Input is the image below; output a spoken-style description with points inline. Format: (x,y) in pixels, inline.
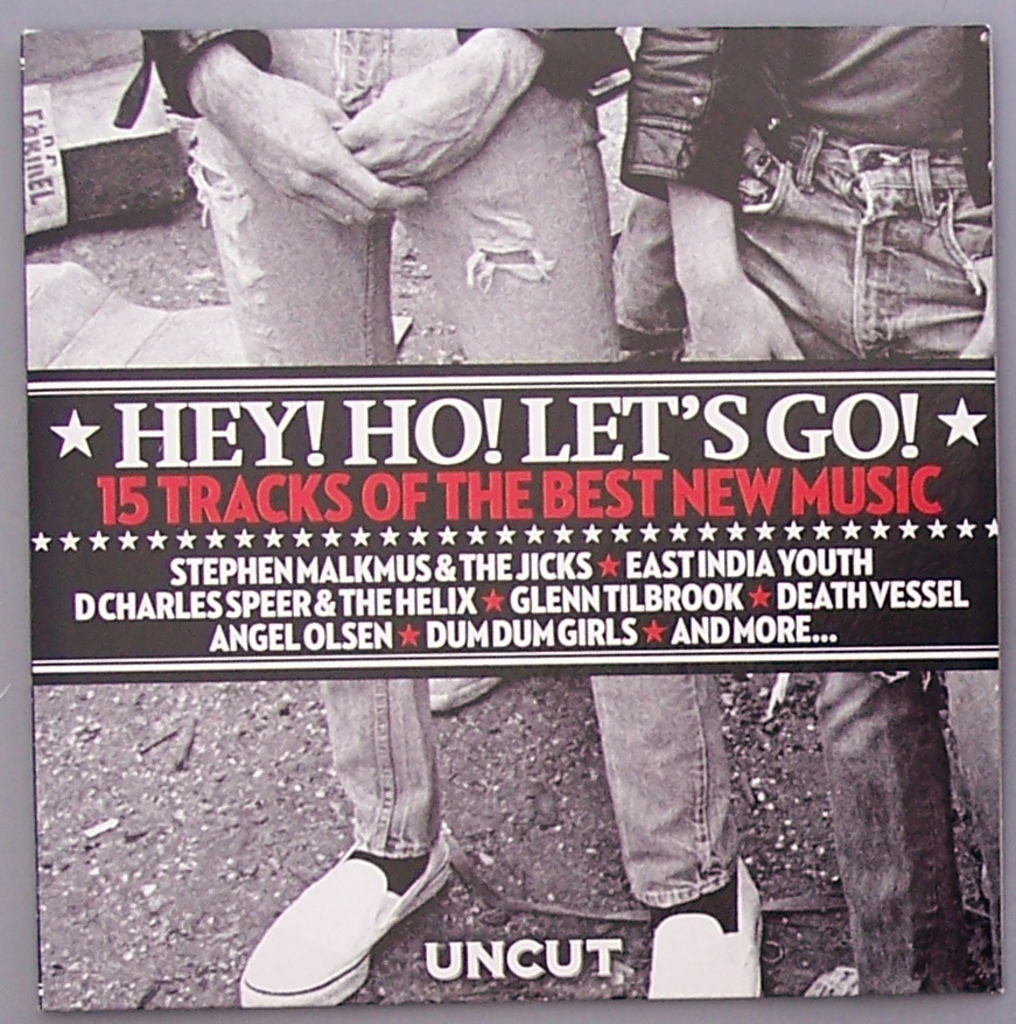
In this picture there is a poster (102,892) in the center of the image (558,344) on which it is written as hey, ho, lets, go and there are two people (439,150) one is in the center (493,353) and other is on the right side of the poster (733,371).
